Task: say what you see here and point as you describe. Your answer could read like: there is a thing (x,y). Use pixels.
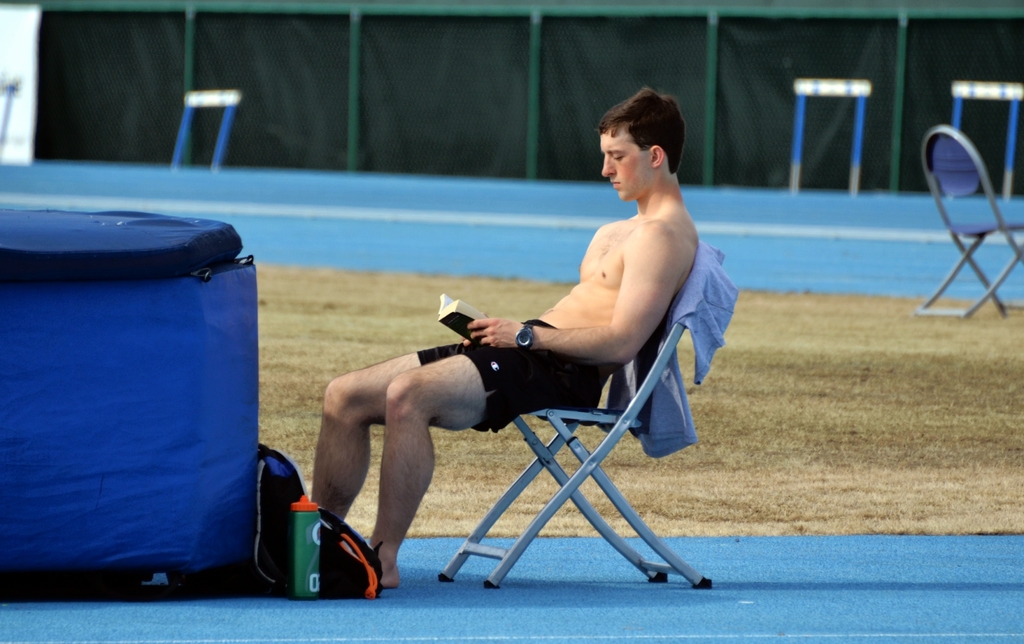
In this image there is a man (607,317) sitting on the chair (526,473), he is holding a book (462,322) and reading, there is a cloth (668,365) on the chair (657,372), there is ground (592,602) towards the bottom of the image (385,611), there is a bottle (299,537) on the ground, there is a bag (272,530) on the ground (403,596), there is an object (73,392) towards the left of the image (77,338), there is grass (284,402), there are objects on the ground (143,169), there is a fence (282,98) towards the top of the image (302,91), there is an object (14,95) towards the left of the image (22,123), there is a cloth (90,89) behind the fence (540,86).
